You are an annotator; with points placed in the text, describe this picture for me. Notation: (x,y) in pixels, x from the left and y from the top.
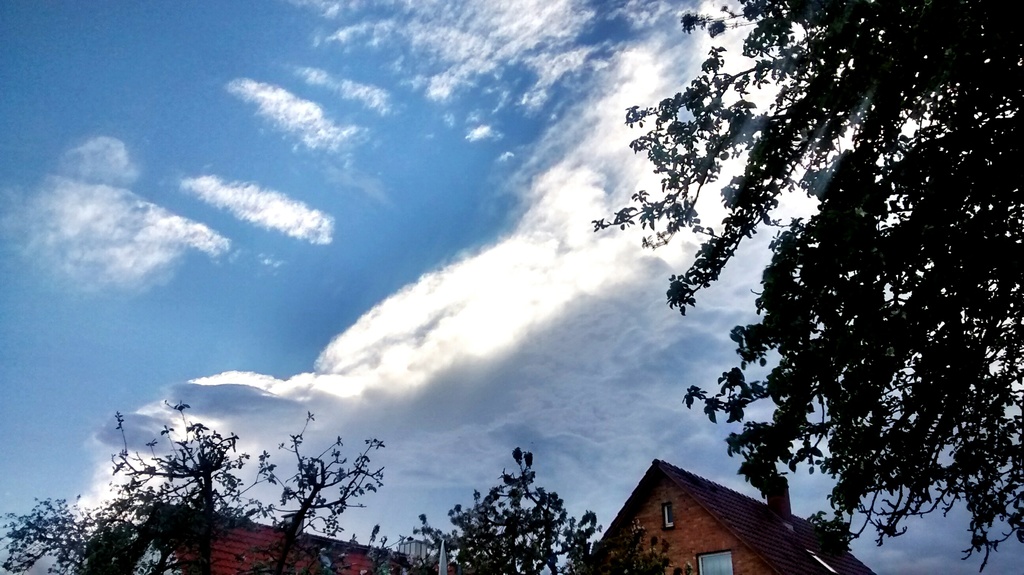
In the picture we can see an upper part (726,540) of the house (765,541) and near it, we can see an upper part (13,533) of the tree (753,342) and behind the house (682,552) we can see a sky (441,333) with clouds (512,240).
